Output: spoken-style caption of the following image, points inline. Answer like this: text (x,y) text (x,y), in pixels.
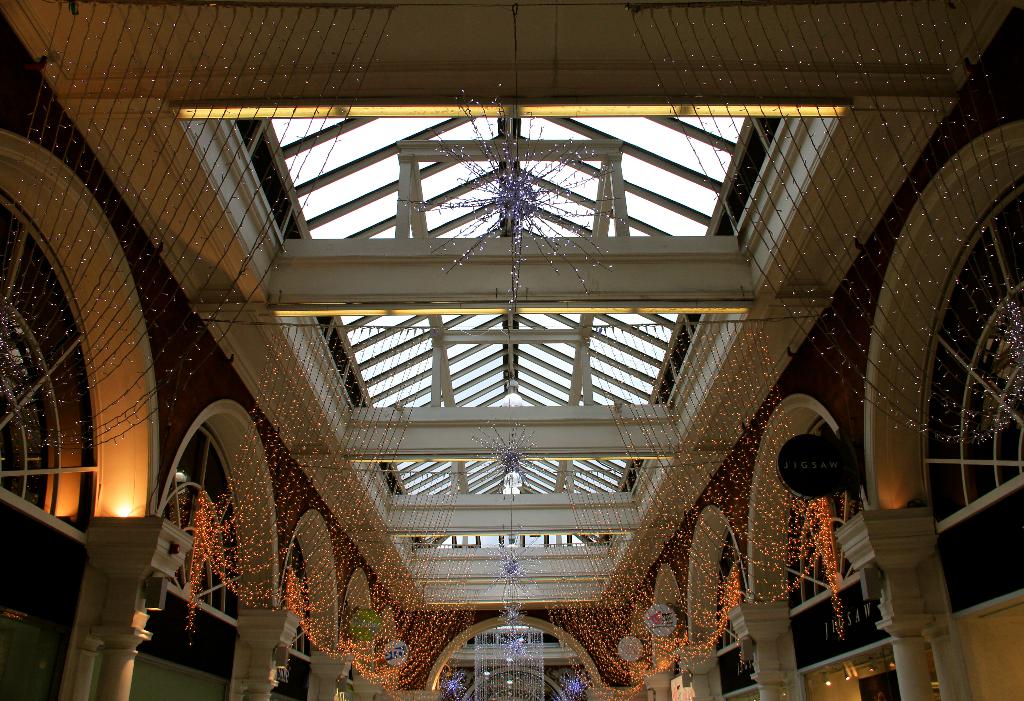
In the image in the center (492,342) we can see the building (177,448), wall (397,604), roof (612,362), string lights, sign boards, cameras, pillars (919,509) and few other objects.
